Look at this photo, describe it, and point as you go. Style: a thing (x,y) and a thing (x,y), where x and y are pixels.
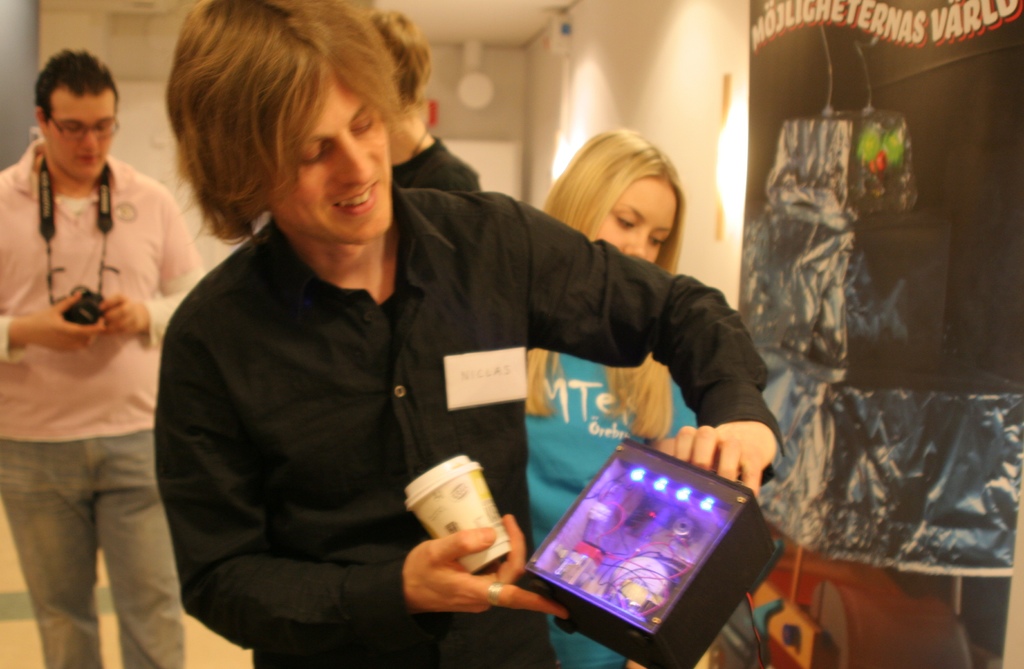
In the center of the image (415,375) there is a person (354,369) standing and holding a cup (440,508). In the background (58,286) we can see person (62,217) with camera (106,218), woman (554,191), lights (580,144) and wall (134,26).
